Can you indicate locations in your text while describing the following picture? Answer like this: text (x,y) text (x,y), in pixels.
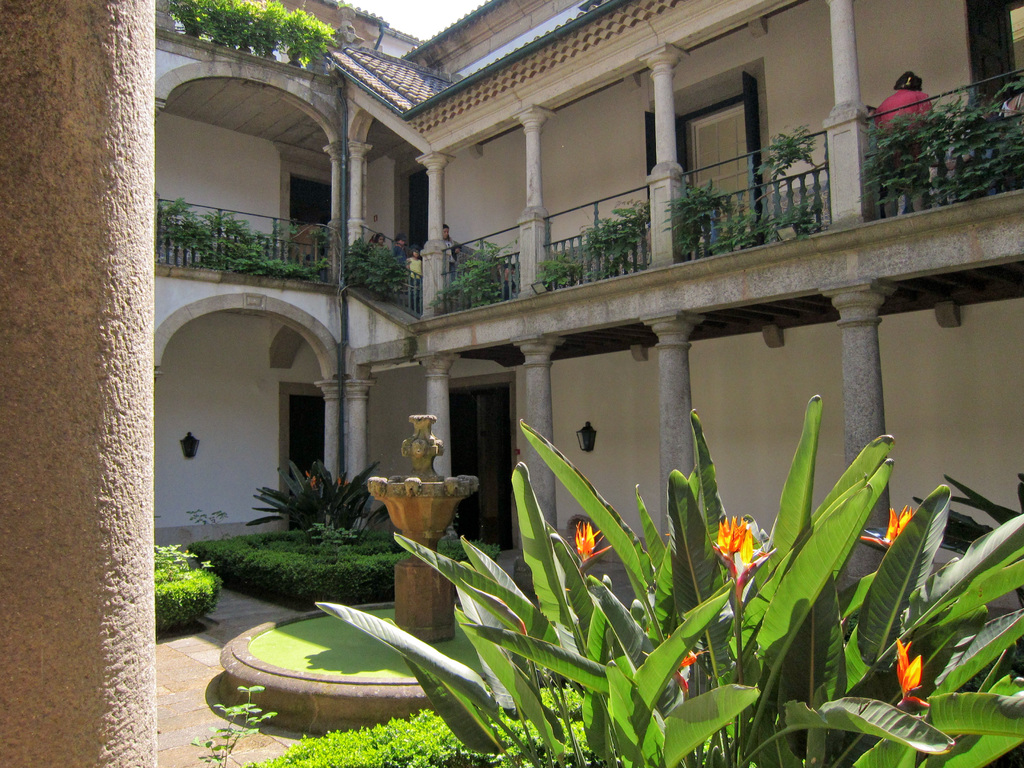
In this image we can see few plants (390,756) and a fountain (422,528) in front of the building (460,371), there are few plants (378,251) and persons (384,240) in the building (770,280), there are few pillars (140,424) and lights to the building (379,40) and the sky (425,24) in the background (420,17).
